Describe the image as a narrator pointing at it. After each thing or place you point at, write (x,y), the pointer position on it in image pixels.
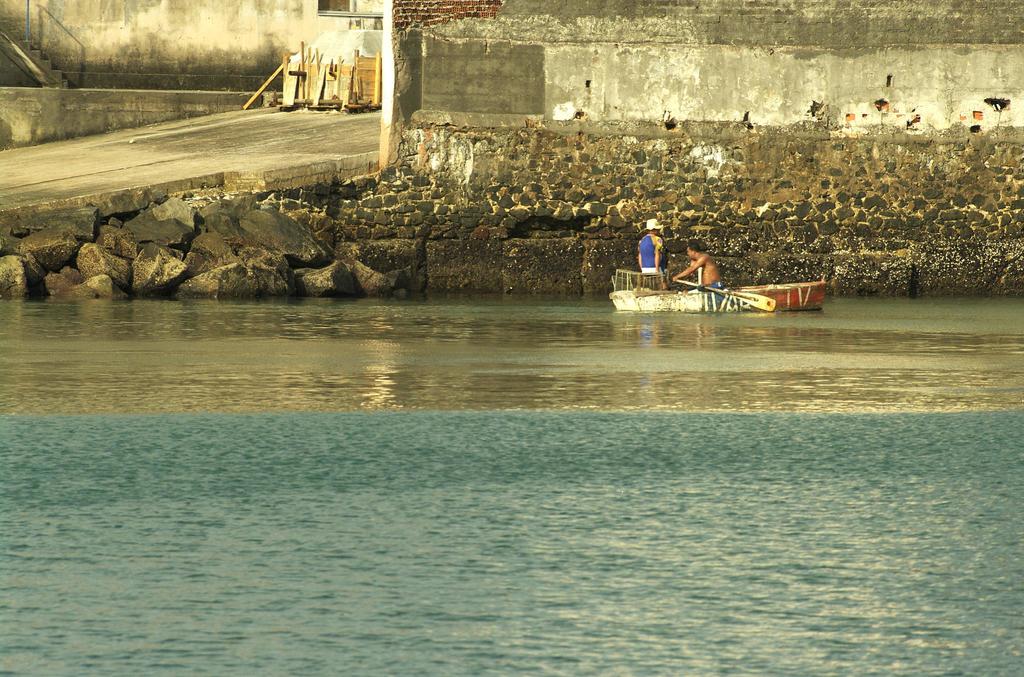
In this image there is water (616,576) at the bottom (489,505). There are stones (284,228), there are steps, wooden objects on the left corner (254,102). There are people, it looks like a boat (712,296), there is an object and there is a stone wall (780,159) in the background (672,220).
